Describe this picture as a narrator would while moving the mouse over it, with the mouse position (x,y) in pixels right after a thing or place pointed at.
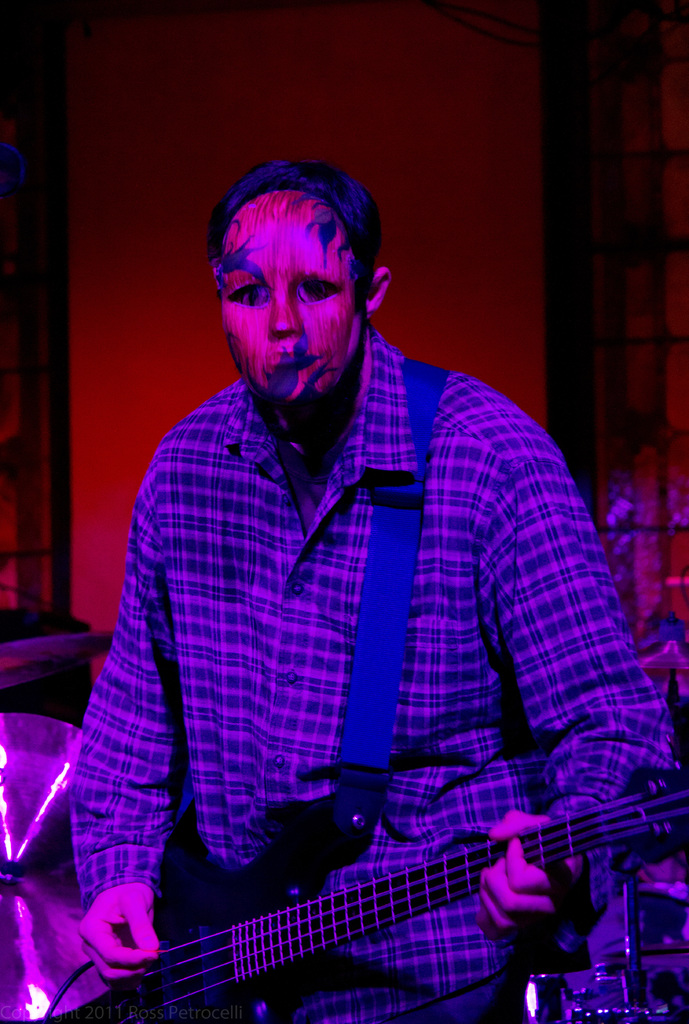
In this image we can see a person (333,542) wearing a mask (302,393) holding the guitar (367,833).
